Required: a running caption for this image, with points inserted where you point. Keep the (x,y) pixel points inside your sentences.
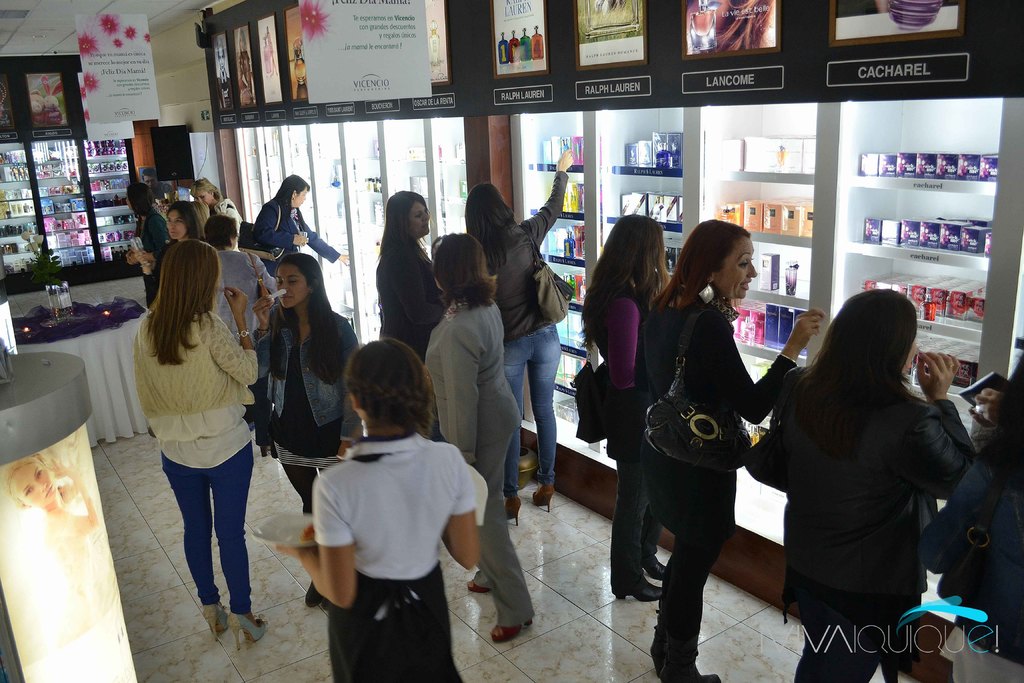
In the picture I can see a group of women (243,390) standing on the floor (284,501). I can see a few women (895,307) carrying the bags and a few of them smiling. I can see the cosmetics (57,248) in the glass display cabinet (595,212). I can see the table (119,330) on the floor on the left side (56,328). I can see the posters (412,12) on the wall (827,5) which resembles the cosmetics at the top of the picture (524,10).
